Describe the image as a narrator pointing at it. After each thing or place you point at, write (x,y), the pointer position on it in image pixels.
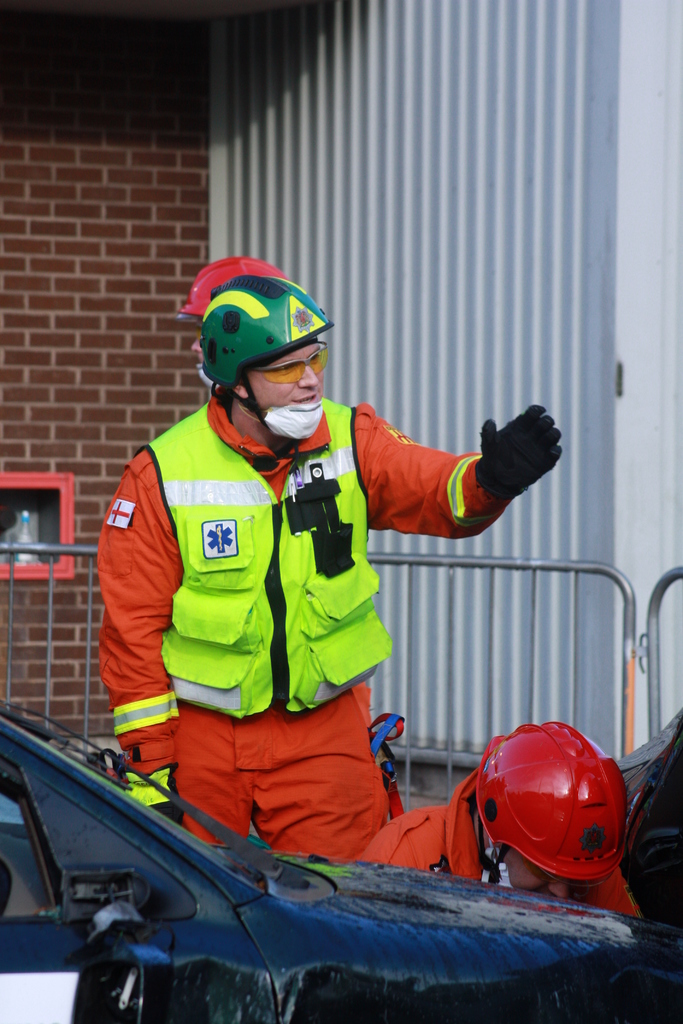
In this picture we can observe a person (233,446) standing, wearing green color coat (237,561) and an orange color dress (151,617). We can observe green color helmet (232,346) on his head (256,399). There is another person (384,847) sitting on the ground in front of the black color car (384,918). Behind them there is a railing (574,607). In the background (121,304) we can observe brown color wall (69,343).
